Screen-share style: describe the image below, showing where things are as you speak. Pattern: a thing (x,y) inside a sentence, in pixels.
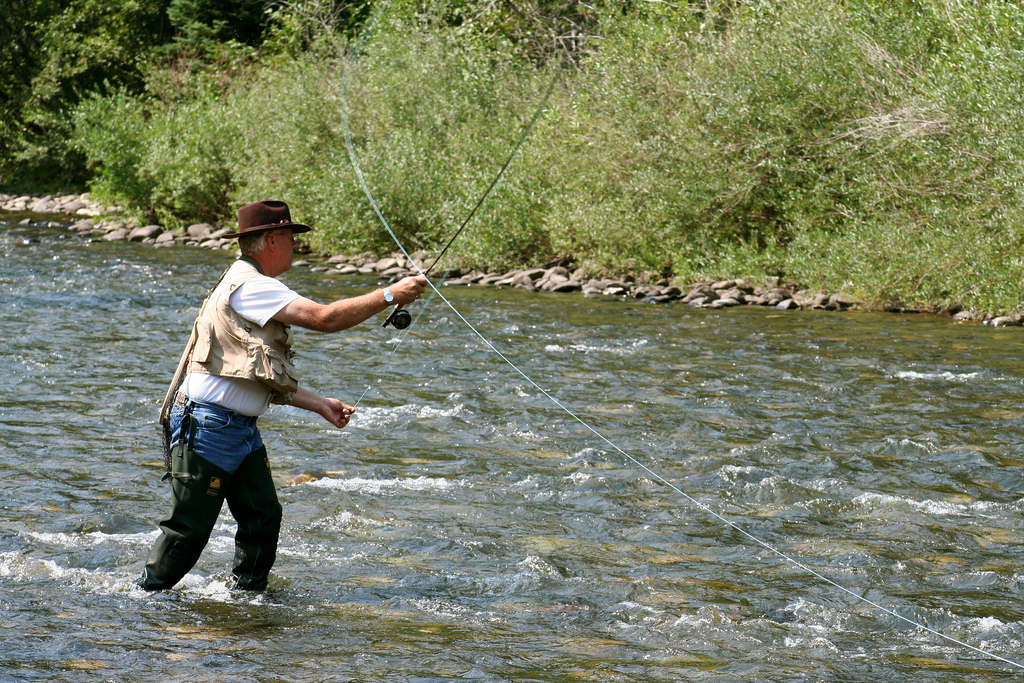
In the image there is a person (279,531) standing in the water (229,524) and fishing in a river (553,444), beside the river (169,257) there are plenty of trees (380,156).
